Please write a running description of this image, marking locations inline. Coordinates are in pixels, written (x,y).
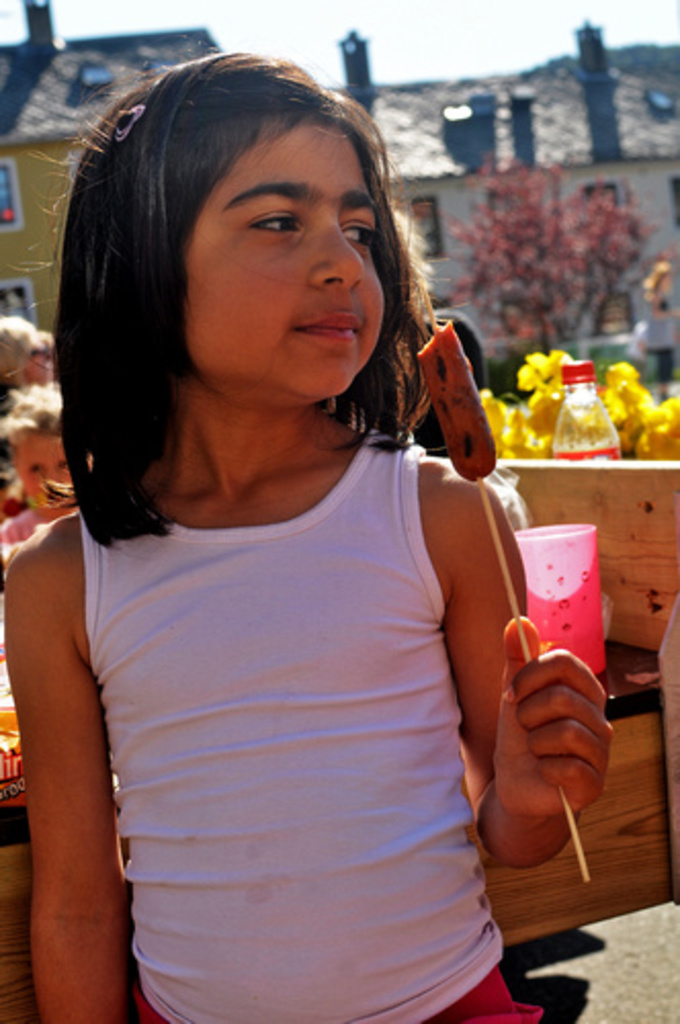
In the center of the image (286,604), we can see a kid (309,621) holding a food item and in the background (528,156), there are houses (466,176) and we can see a tree (514,238) and some other kids (61,452) and there are flowers (548,396), a bottle (557,443) and some other objects (560,588) in the trays (632,820).
